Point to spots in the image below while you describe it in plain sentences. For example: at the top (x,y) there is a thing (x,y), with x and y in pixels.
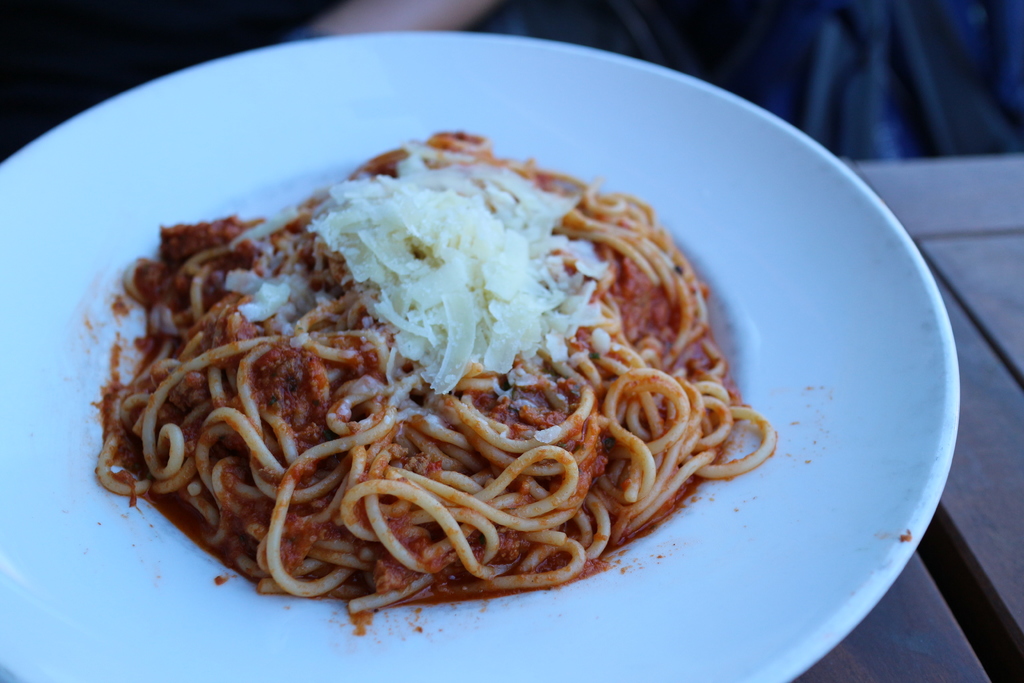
In this image I see the white plate (805,281) on which I see the noodles (212,352) and I see the white color thing (432,313) on it and I see the brown color surface (967,301) over here.
